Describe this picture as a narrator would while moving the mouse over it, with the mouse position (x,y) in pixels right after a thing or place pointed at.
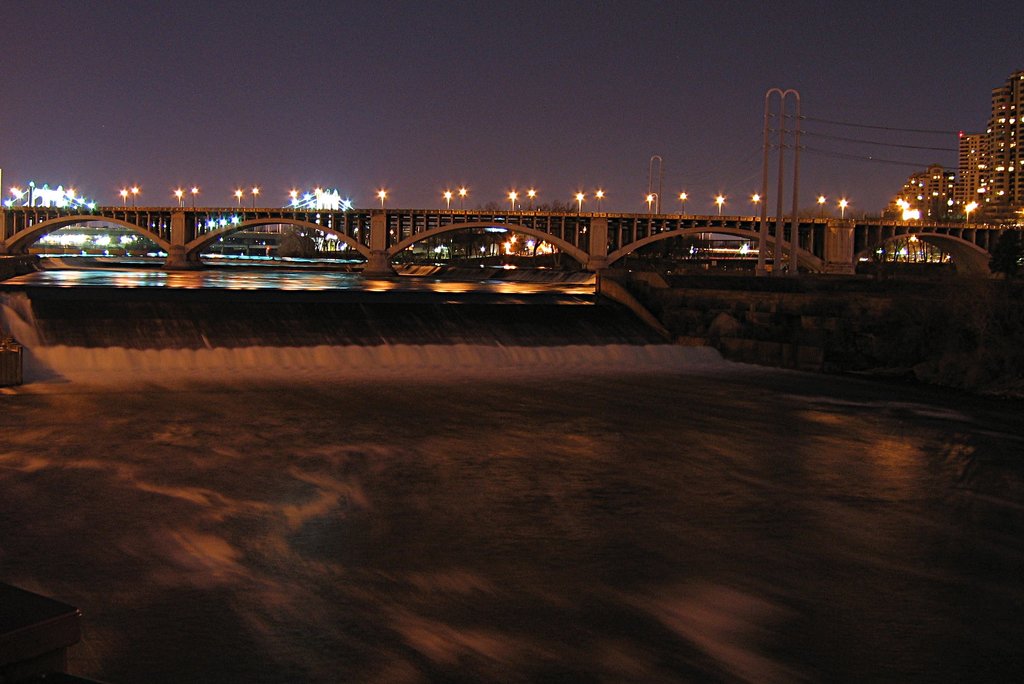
In this picture we can see bridge (59,210), lights (61,193), buildings (937,187), wall (823,322) and in the background (567,101) we can see the sky (657,89).
